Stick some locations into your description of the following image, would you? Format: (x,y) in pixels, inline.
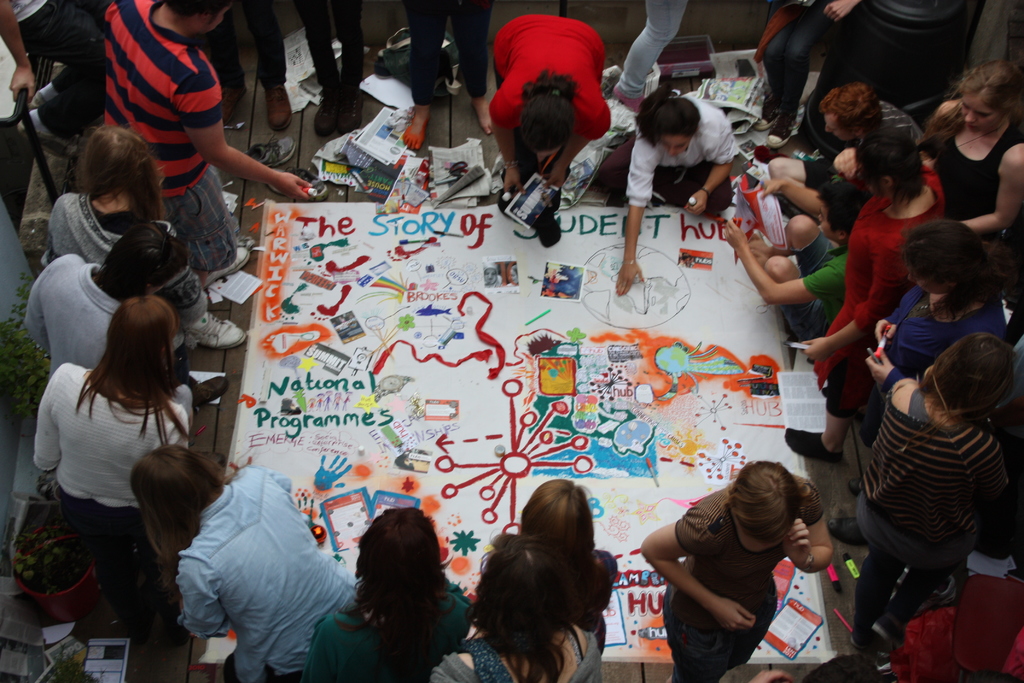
In this image I can see a huge poster (520,352) which is white in color on the floor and I can see number of people (512,103) are standing and sitting around the poster (514,335). I can see few flower pots (71,568), few plants (27,364), few papers (343,181) and few other objects (261,143) on the floor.
